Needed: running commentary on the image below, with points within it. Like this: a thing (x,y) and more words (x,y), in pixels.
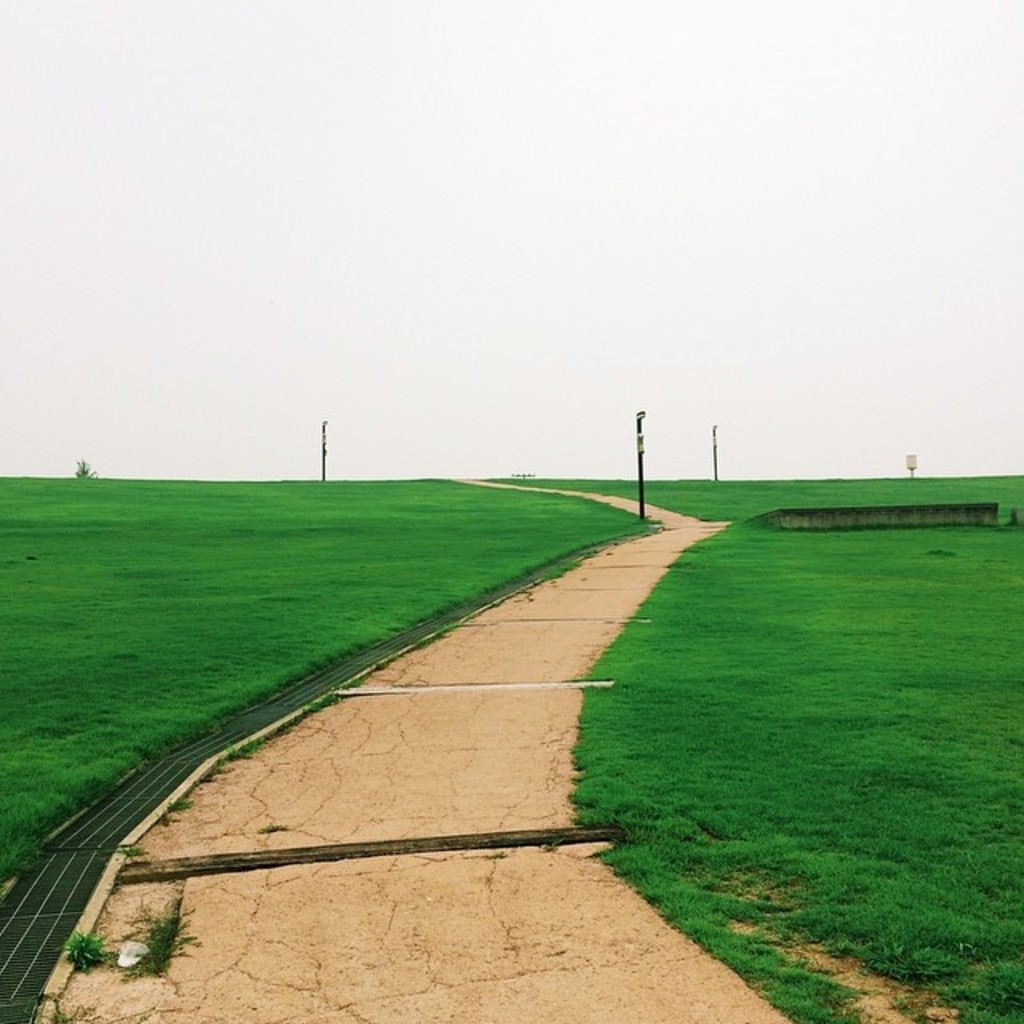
In this image we can see the ground (228,489) with green grass (768,617), some bushes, some poles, one road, some objects (887,513) on the ground (1001,517) and at the top (345,226) there is the sky (268,178).
